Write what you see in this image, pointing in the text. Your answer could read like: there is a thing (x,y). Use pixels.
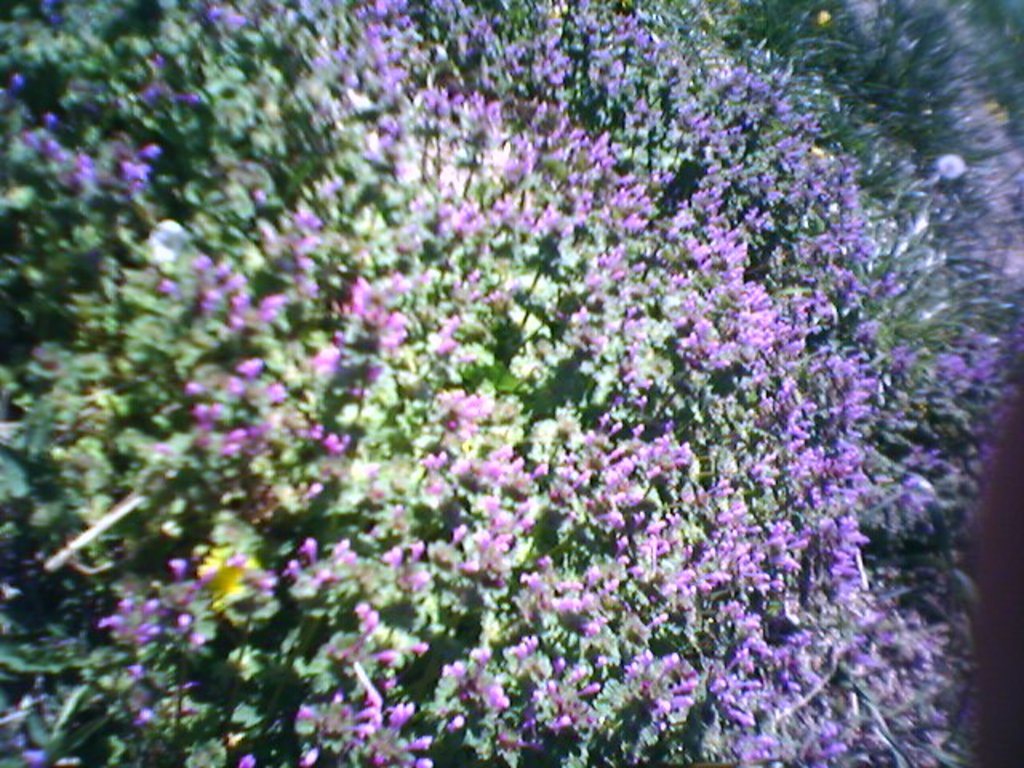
These are the flower plants (569,466).
